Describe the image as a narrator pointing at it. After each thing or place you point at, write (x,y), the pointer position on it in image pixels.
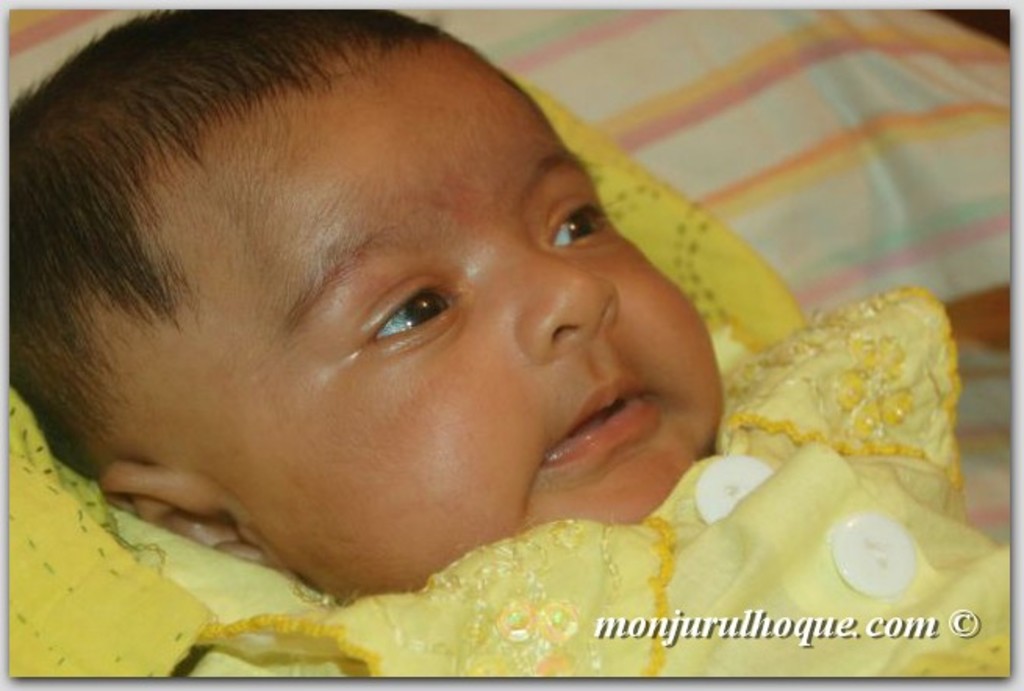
In this image we can see a baby (575,450) wearing a yellow color dress (811,482). In the background of the image (838,143) there is a pillow (777,109).
